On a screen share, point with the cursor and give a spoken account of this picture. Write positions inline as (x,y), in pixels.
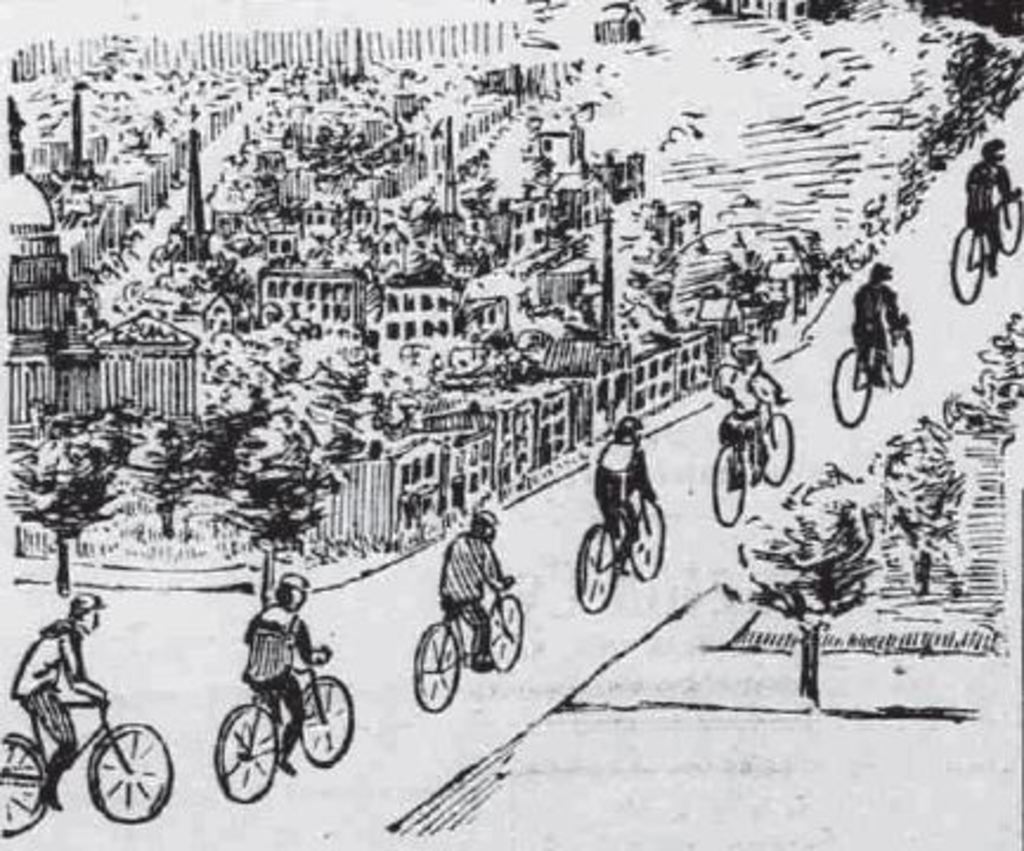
In this picture we can see an art (467,781), here we can see people (33,687) riding on bicycles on the road (655,773) and in the background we can see buildings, trees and some objects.
